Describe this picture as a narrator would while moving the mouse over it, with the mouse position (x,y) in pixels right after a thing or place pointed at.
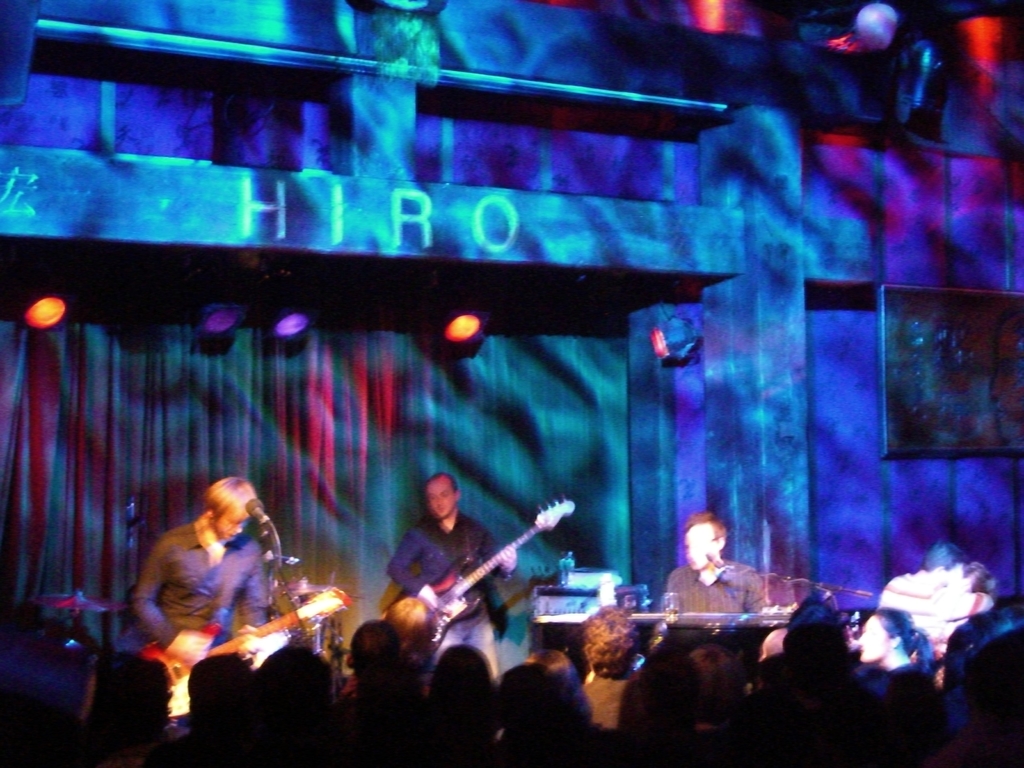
In this picture we can see three people (719,595) playing musical instruments (766,619), the man (717,579) on the side is playing a piano (747,614), the man (439,563) on the middle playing a guitar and the man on the left side (252,595) is playing a guitar (341,593) in front of microphone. In front of the image there are group of people (607,710) looking at them, in the background (714,407) we can see lights (472,340) here and a wall (706,257) here.
